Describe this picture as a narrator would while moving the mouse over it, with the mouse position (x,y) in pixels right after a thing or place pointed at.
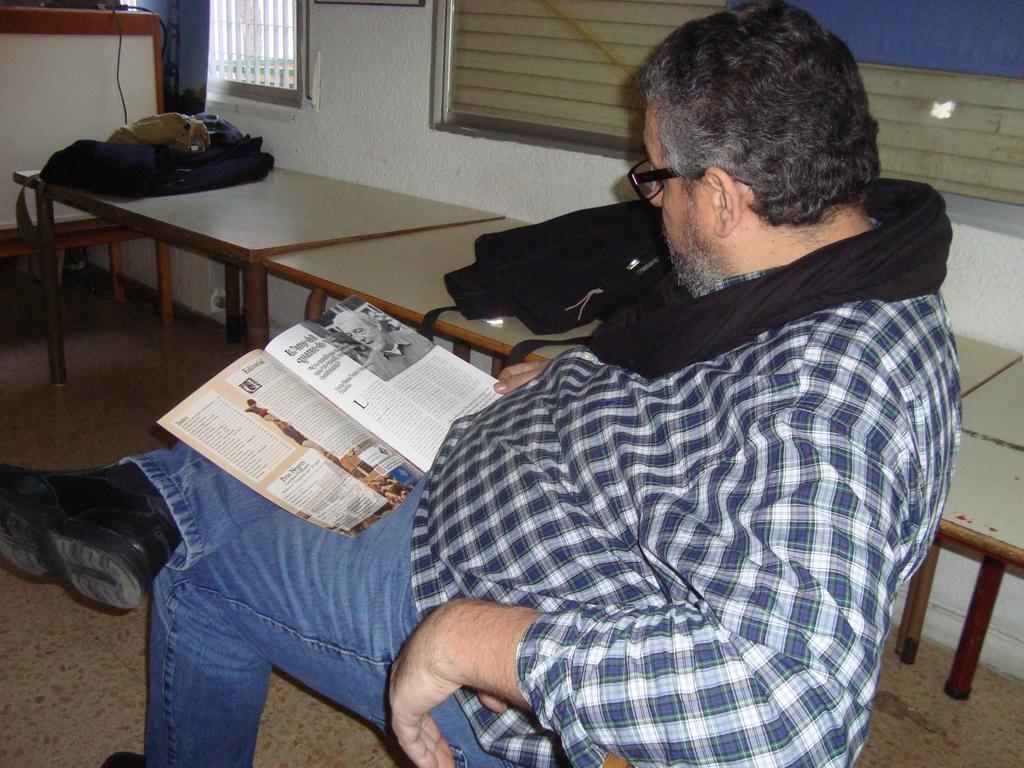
In this image i can see a man (685,506) sitting and read book (386,360) at right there is a table (395,312) and a bag (563,277), at the background (501,205) i can see a window (297,44) and wall (328,41).
